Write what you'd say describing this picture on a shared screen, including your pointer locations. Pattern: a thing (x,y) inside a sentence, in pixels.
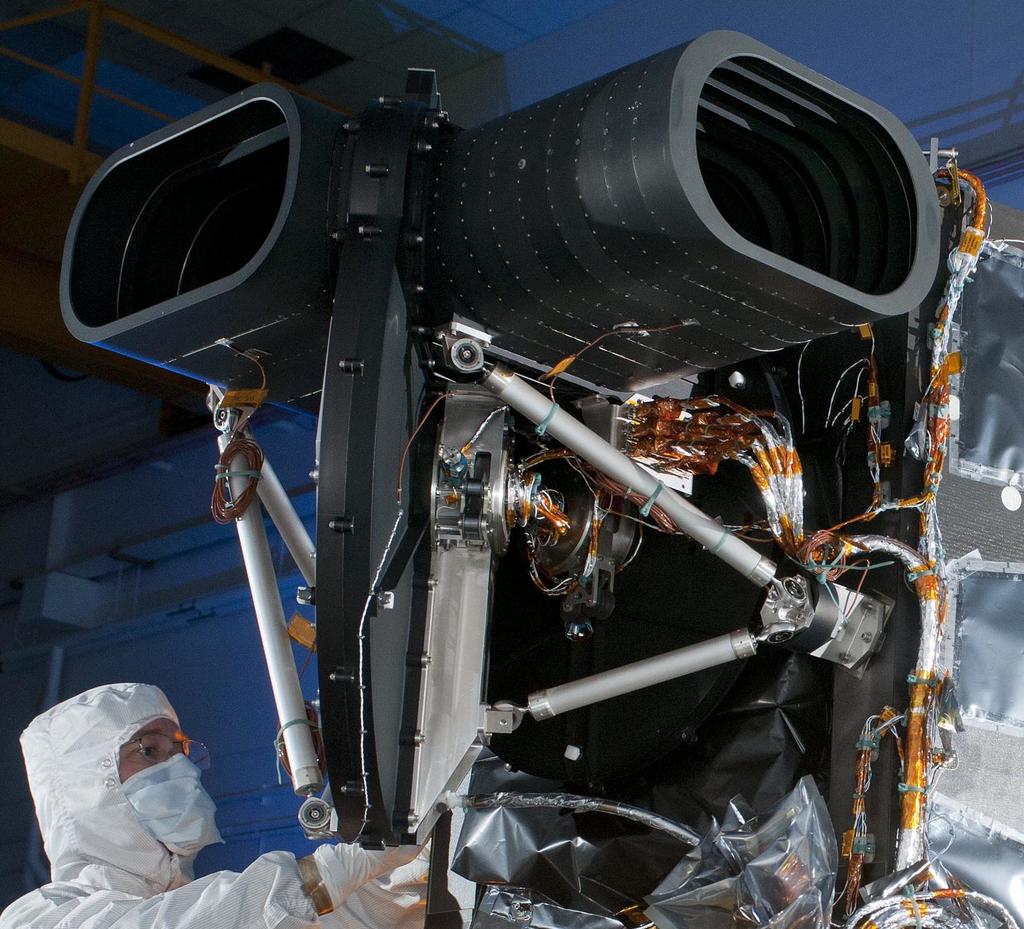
In this image, we can see a mechanical and electrical instrument (697,407), there is a person (239,895) standing.
